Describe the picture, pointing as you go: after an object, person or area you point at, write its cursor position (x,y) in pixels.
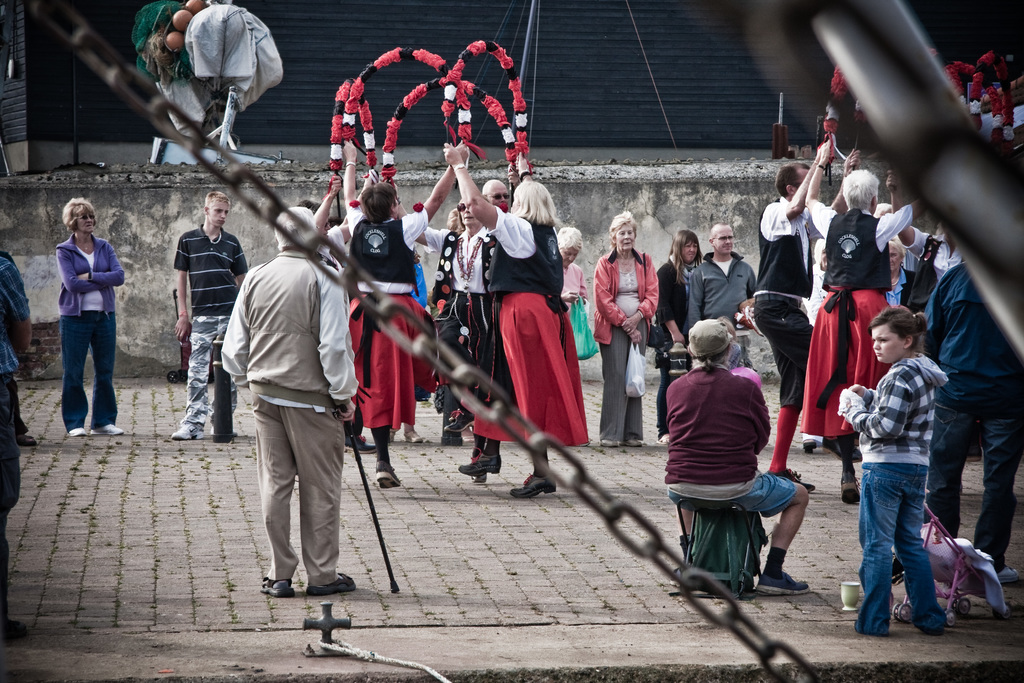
In this image we can see people (904,394) holding objects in their hands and we can also see a chain (472,371), shutter (548,15) and some other objects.
